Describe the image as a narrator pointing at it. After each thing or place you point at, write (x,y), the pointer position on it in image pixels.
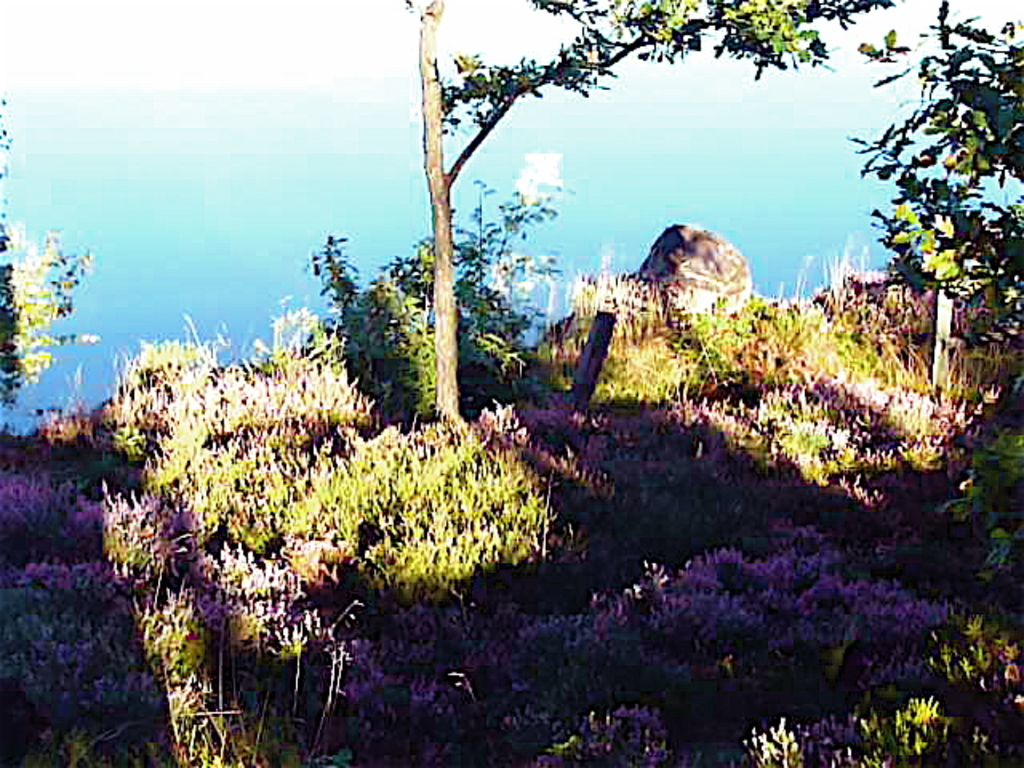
In this image I can see few plants (633,459) and trees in green color. In the background (669,199) I can see the water (337,198) and the sky (251,42) is in white color.
